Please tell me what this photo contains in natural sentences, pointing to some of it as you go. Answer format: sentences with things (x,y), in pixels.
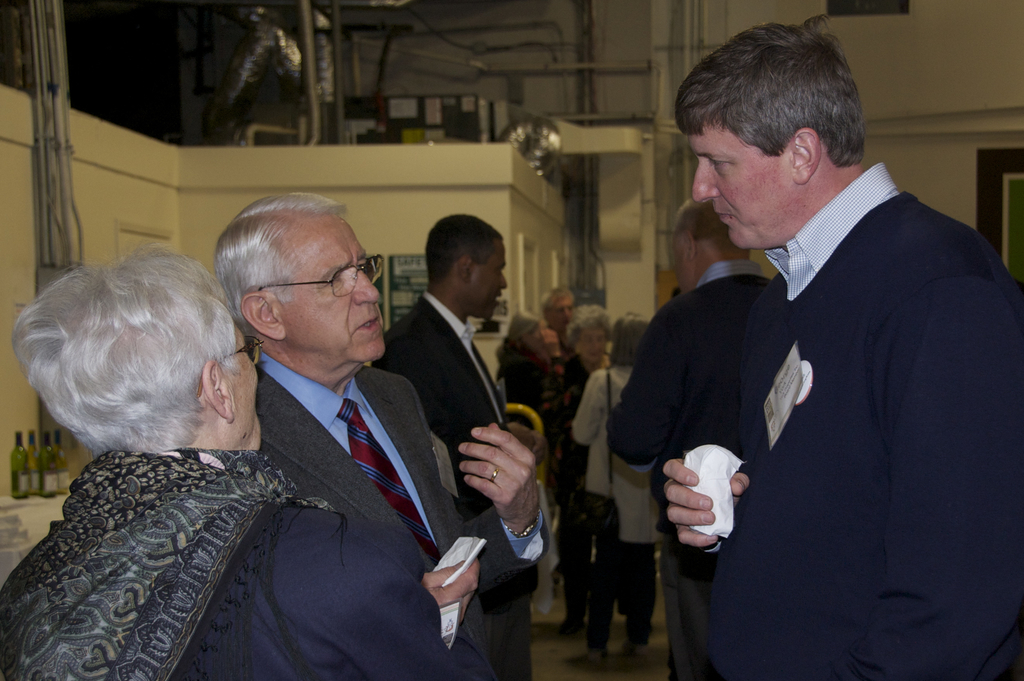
This picture is taken inside the room (994,49). In this image, on the right side (830,328), we can see a man (840,411) standing and holding an object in his hand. On the left side (281,511), we can see two people (279,470). In the background (696,300), we can see a group of people (743,316), table (24,514), on the table (40,515), we can see some bottles (19,488) and some electrical wires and a wall (983,39).
